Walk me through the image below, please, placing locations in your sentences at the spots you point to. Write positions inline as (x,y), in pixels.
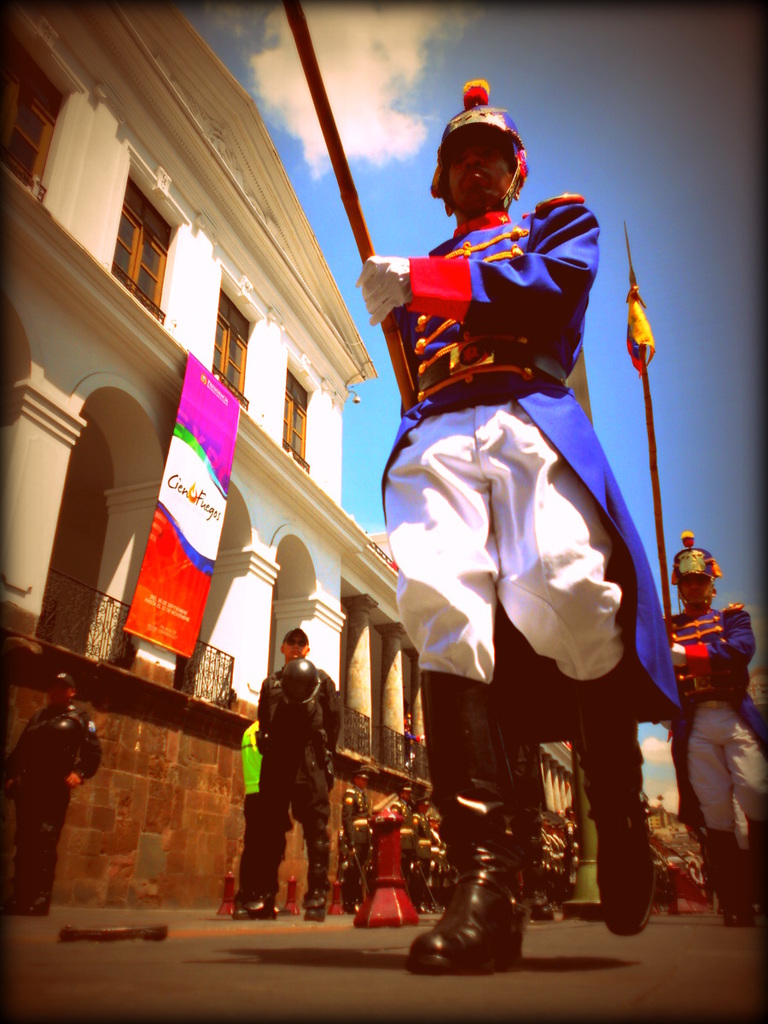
At the right side of the image (619,693) there are some persons (606,726) wearing similar dress (675,674) doing march past and at the left side of the image (33,853) there are some soldiers (352,872) standing near the wall (203,721) there is building (207,261) to which flag (232,435) is attached and at the top of the image (331,74) there is clear sky (333,60).
